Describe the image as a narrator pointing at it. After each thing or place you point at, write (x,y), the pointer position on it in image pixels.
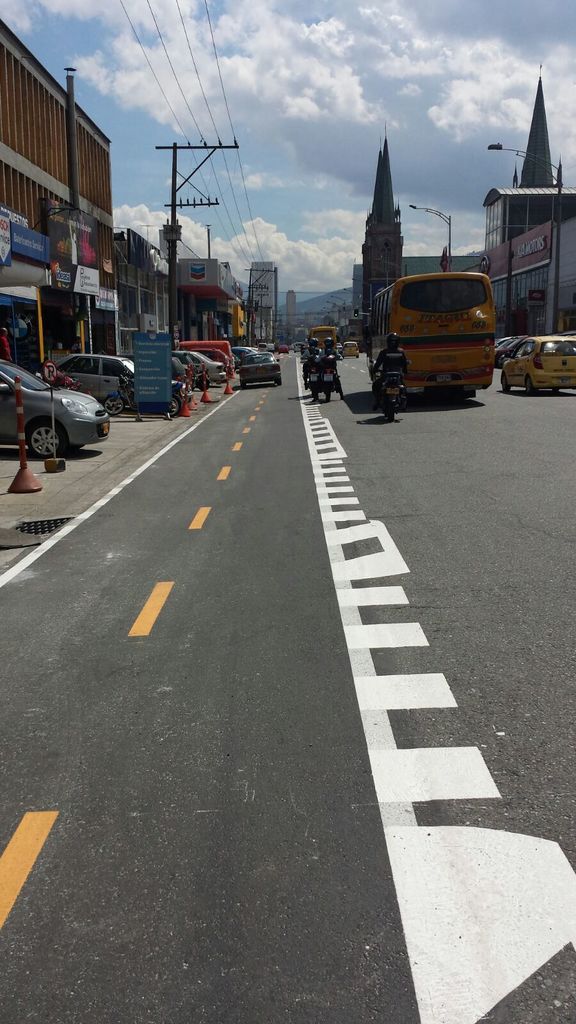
In this image I can see few vehicles (547,375) on the road (367,441) and I can see few stalls (1,299), buildings (42,185), few boards (111,305) attached to the buildings (104,258). Background (281,226) I can see few electric poles (177,237) and the sky (289,48) is in white and blue color.
